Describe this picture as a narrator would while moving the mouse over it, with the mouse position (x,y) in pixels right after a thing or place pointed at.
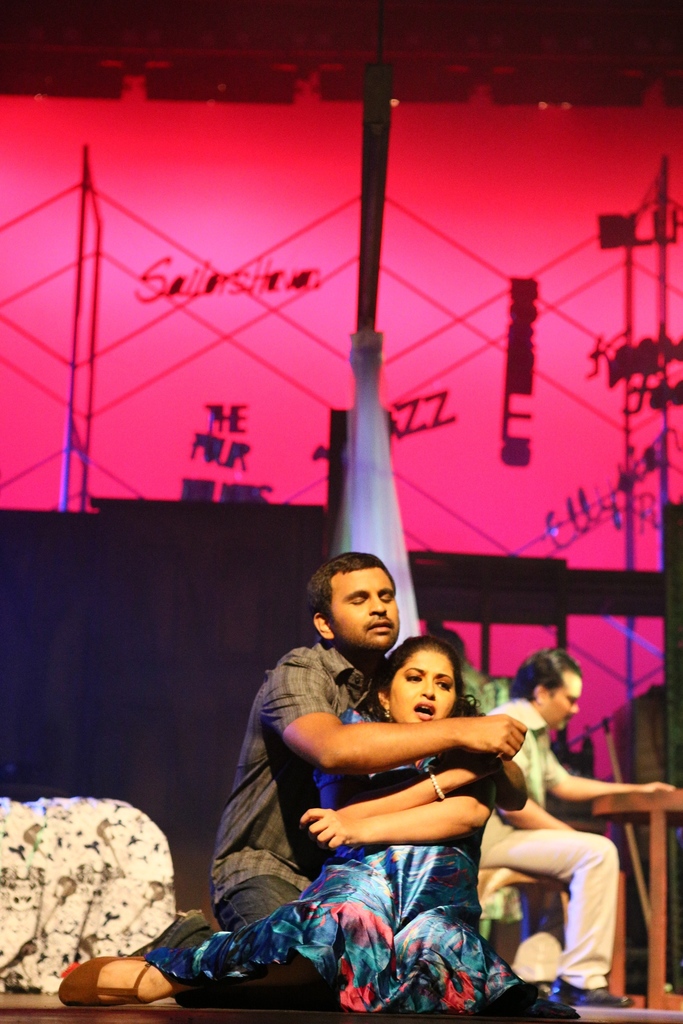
In this image I can see three persons (392,598) are sitting. On the right side of this image (602,798) I can see a table (613,952) and in the background (422,549) I can see few poles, a pink colour thing (461,197) and on it I can see something is written.
